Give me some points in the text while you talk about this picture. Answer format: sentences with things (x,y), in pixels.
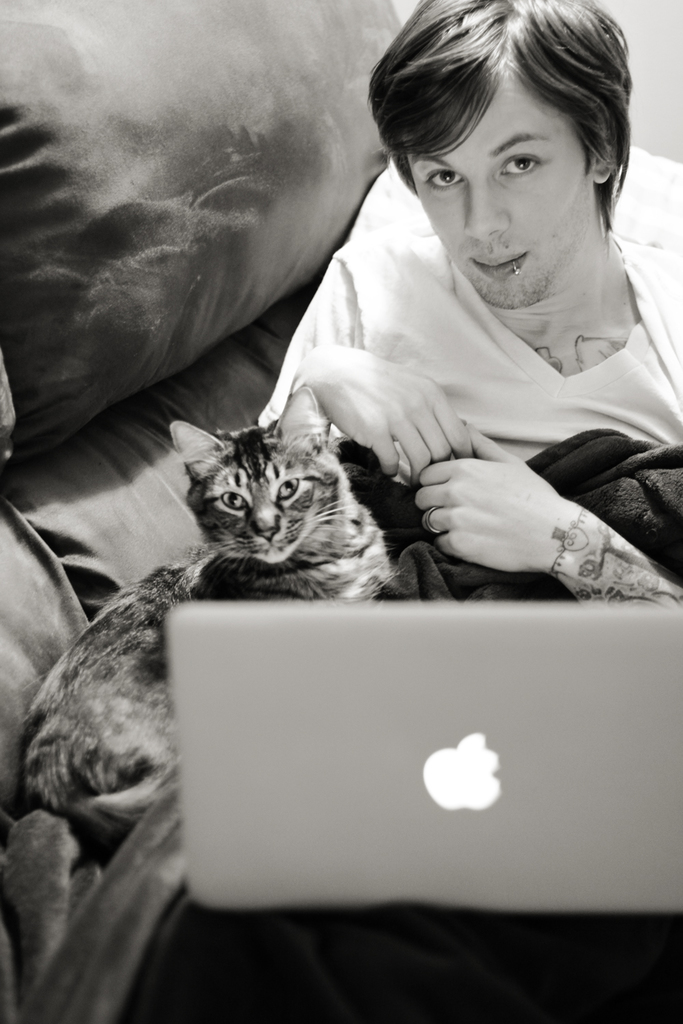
In this image we can see a man (433,389) is leaning on the bed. There are laptop (415,663), cat (371,579) and pillows (14,251) on the bed (114,441).
